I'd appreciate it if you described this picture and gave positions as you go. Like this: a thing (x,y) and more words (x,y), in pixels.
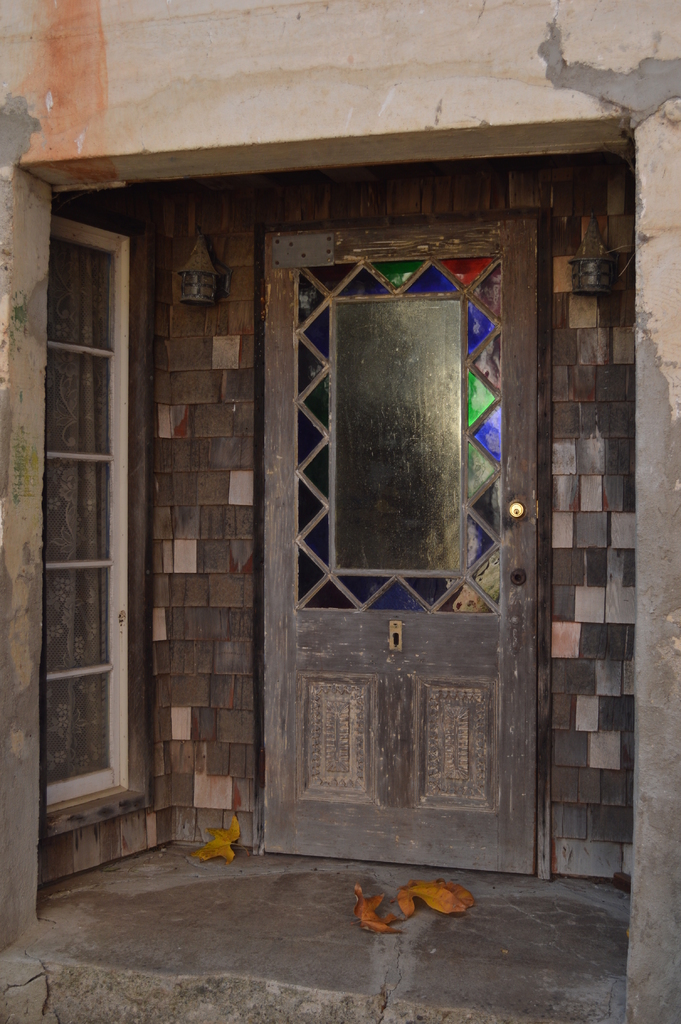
At the bottom of the image (326,943) there is a stone floor (273,870). At the left corner of the image (92,583) there is a glass window (76,720). And in the middle of the image (361,544) there is a wall (561,538) with a glass door (368,241). At the top of the image (263,88) there is a wall (576,99).
